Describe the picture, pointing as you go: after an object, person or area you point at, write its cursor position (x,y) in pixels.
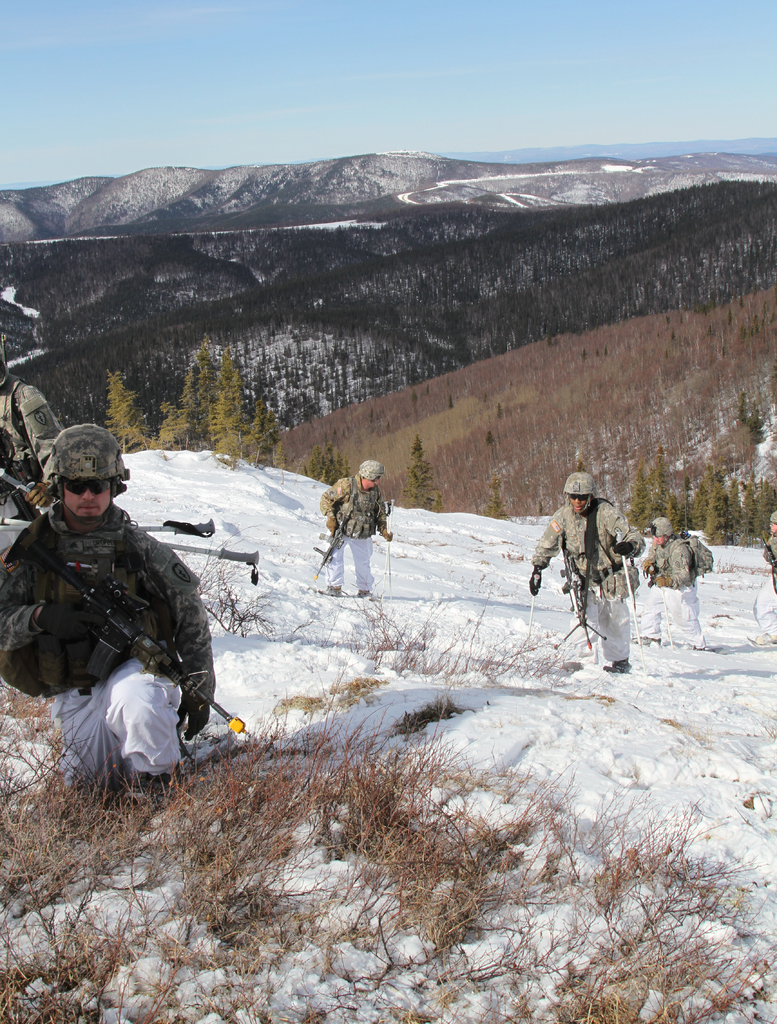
In this image I can see some people (585,636). I can see the snow (557,725). In the background (336,375), I can see the trees (340,308), hills (383,328) and the sky (344,117).
